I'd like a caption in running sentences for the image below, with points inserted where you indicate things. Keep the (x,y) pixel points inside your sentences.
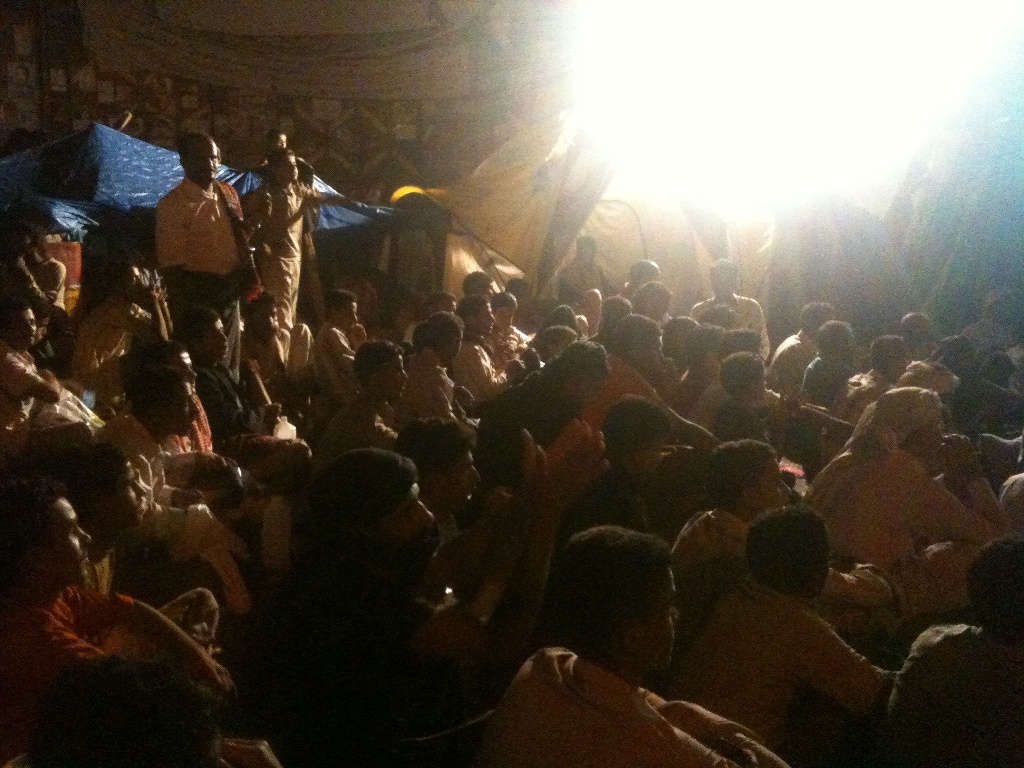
This picture seems to be clicked outside. In the foreground (188,563) we can see the group of persons (521,441) seems to be sitting on the ground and we can see the group of persons (254,262) standing. In the background (864,126) we can see the light (765,106), a blue color tent (125,163) and some curtains (402,59) and some other objects (509,226).
